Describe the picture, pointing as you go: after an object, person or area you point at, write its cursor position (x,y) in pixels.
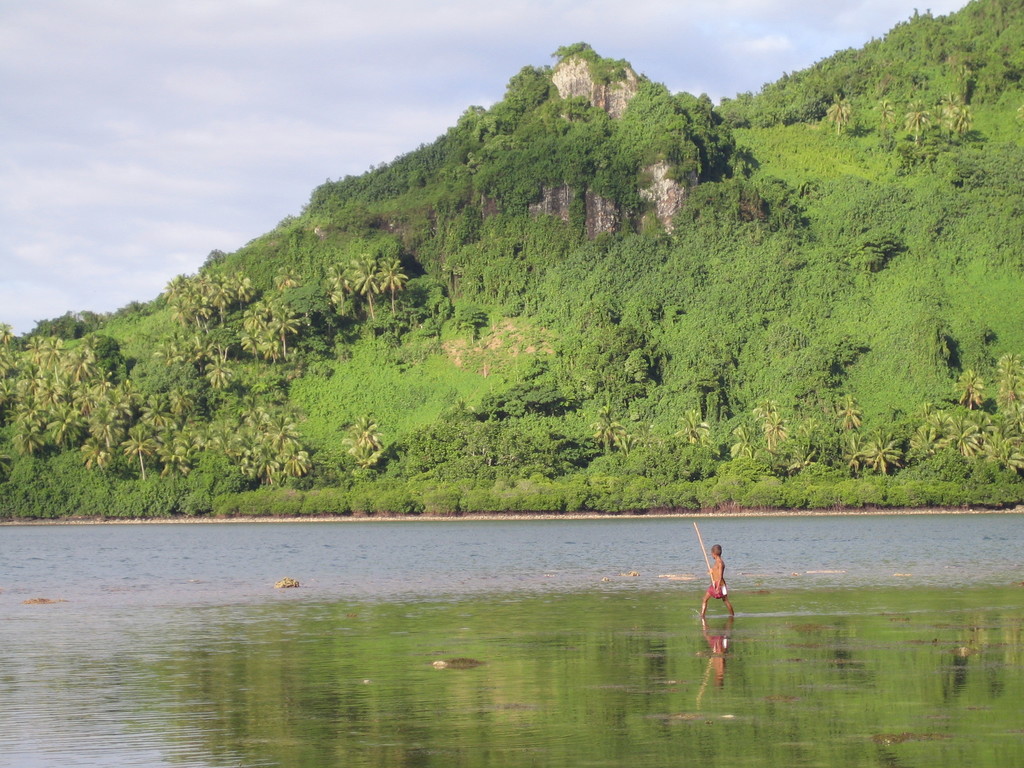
This picture is taken from outside of the city. In this image, on the right side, we can see a boy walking on the water (796,681) and holding a stick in his hand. In the background (590,160), we can see some trees (955,50), plants (615,142). At the top (317,156), we can see a sky (228,147) which is cloudy, at the bottom (545,635) we can see a water (517,569) in a lake (248,540).
